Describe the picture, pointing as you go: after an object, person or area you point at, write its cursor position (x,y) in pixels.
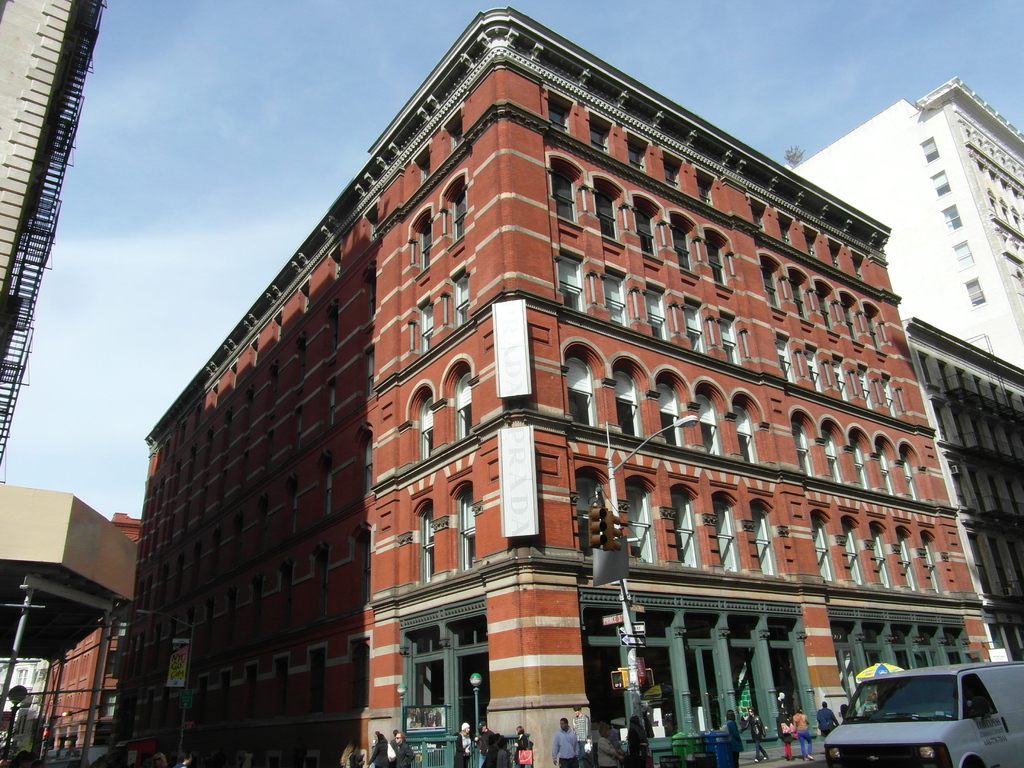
In this image in front (968,749) there is a vehicle (874,739) on the road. There are people (460,745) walking on the road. There is a traffic signal (650,678). There are street lights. There are sign boards (619,618). In the background of the image (826,474) there are buildings (874,325) and sky (547,2).
